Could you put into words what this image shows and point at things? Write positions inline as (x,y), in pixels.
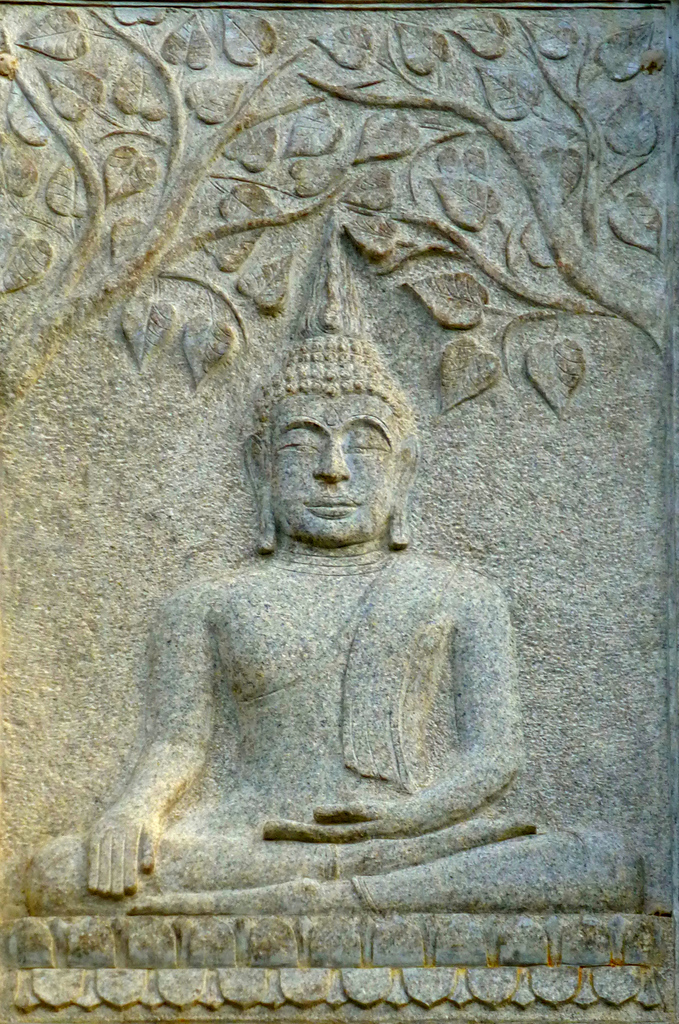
In this image I can see a sculpture (269,570).
